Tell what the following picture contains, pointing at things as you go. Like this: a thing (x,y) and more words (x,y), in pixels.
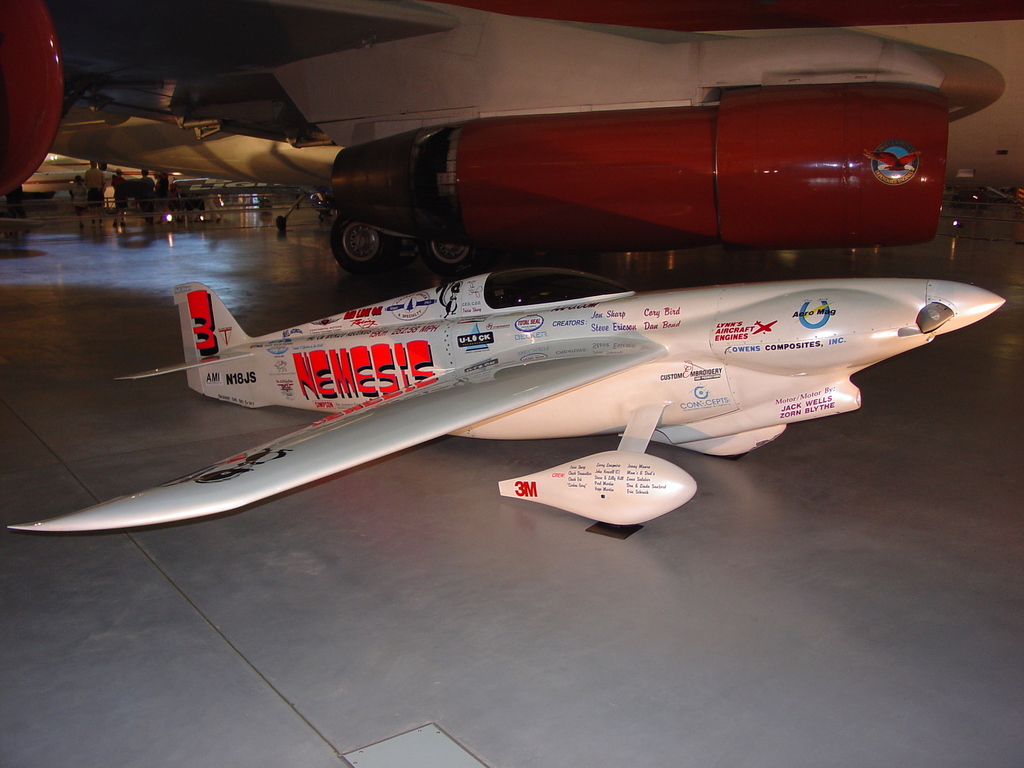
In this image we can see an aircraft (397,369), there is an airplane (304,451) and in the background of the image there are some persons (173,192) standing inside the hangar (112,261).
